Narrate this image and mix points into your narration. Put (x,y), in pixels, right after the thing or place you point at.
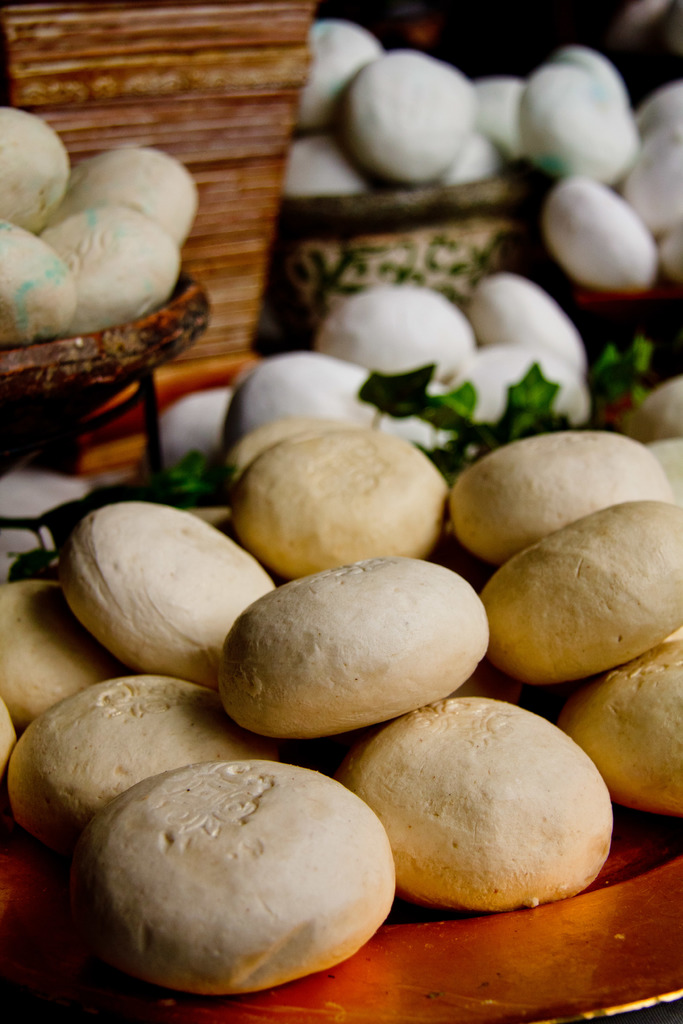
In this image we can see cookies (301,891) and some containers (114,403).
